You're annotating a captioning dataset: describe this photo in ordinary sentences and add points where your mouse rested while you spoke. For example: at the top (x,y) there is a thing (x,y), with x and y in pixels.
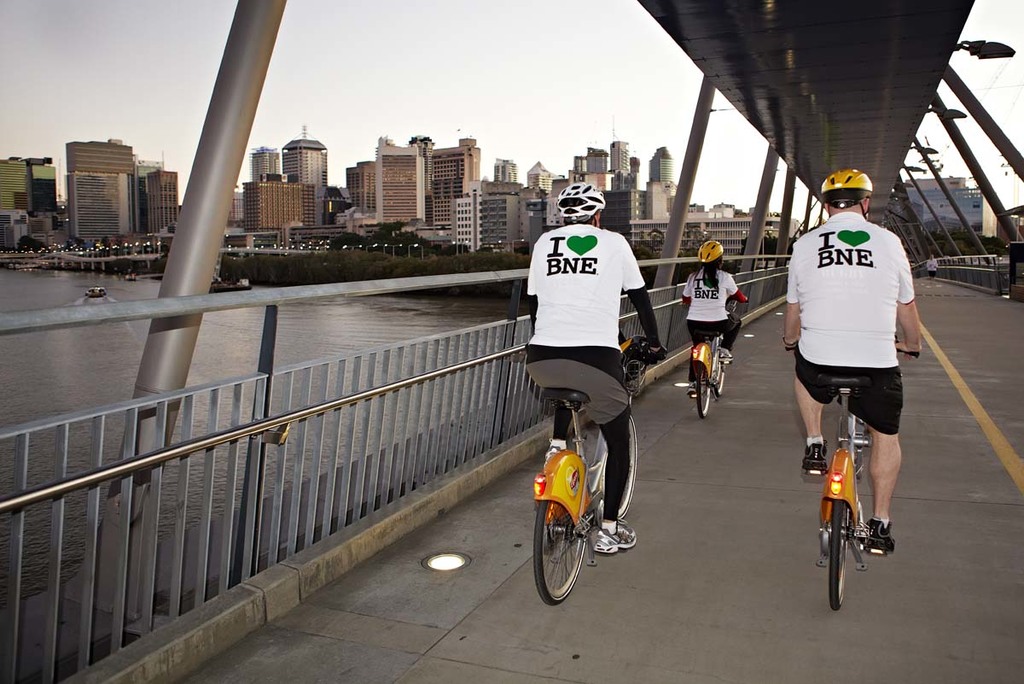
In this picture we can see three people (851,315) riding on the bicycles (636,369) on the path (905,411). We can see a person (931,273) at the back (928,259). There is some fencing (311,409) visible on the right (919,268) and left side of the image (183,476). We can see a few rods (205,273), plants (236,264), lights (275,247) and buildings (404,174) in the background (133,269).
